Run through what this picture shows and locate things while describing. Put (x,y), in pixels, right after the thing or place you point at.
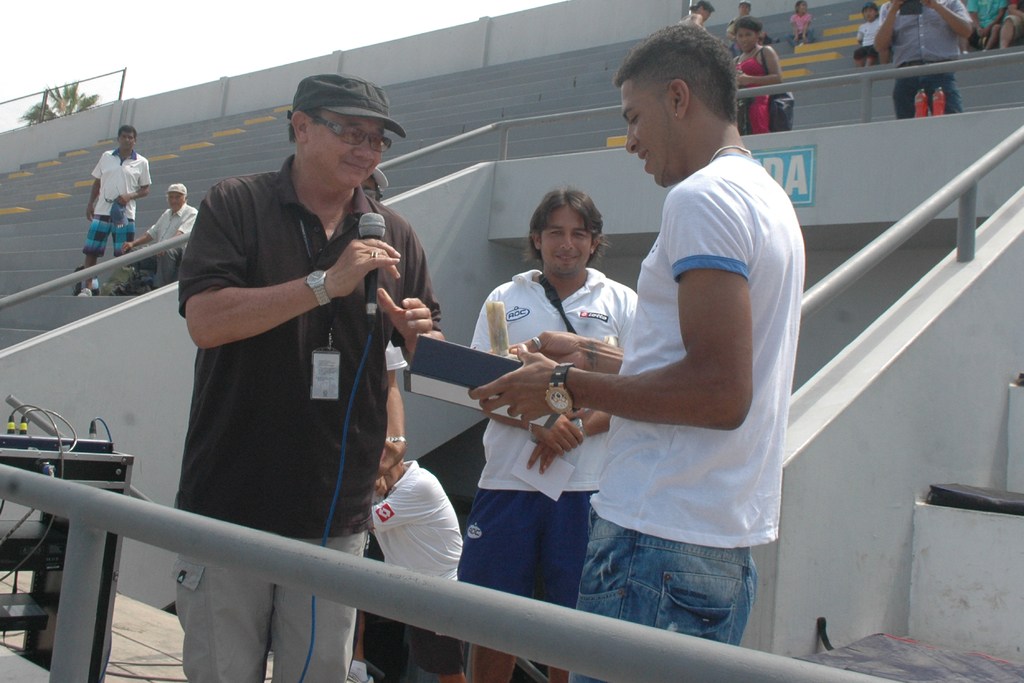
In this image I can see three persons (670,445) visible and on the left side (234,209) person (349,270) he holding a mike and in the middle (582,234) person (503,537) he holding a paper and they are smiling, at the top (215,33) I can see the sky (238,33) and staircase (13,232), on the staircase (44,224) I can see few persons (99,220) standing and sitting.
